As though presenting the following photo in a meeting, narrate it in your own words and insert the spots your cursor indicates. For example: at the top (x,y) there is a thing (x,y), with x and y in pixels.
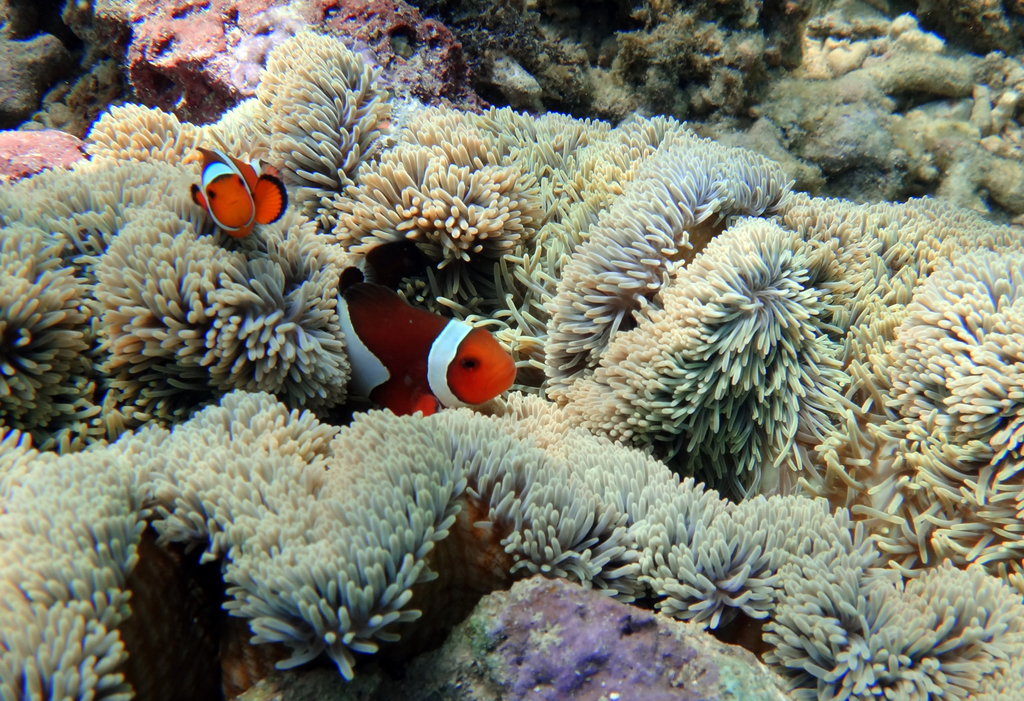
In this picture there are fishes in the water (391,420) and the fishes (484,362) are in orange and white color. At the bottom (573,527) there are marine plants (357,622) and there is a rock (601,627).
